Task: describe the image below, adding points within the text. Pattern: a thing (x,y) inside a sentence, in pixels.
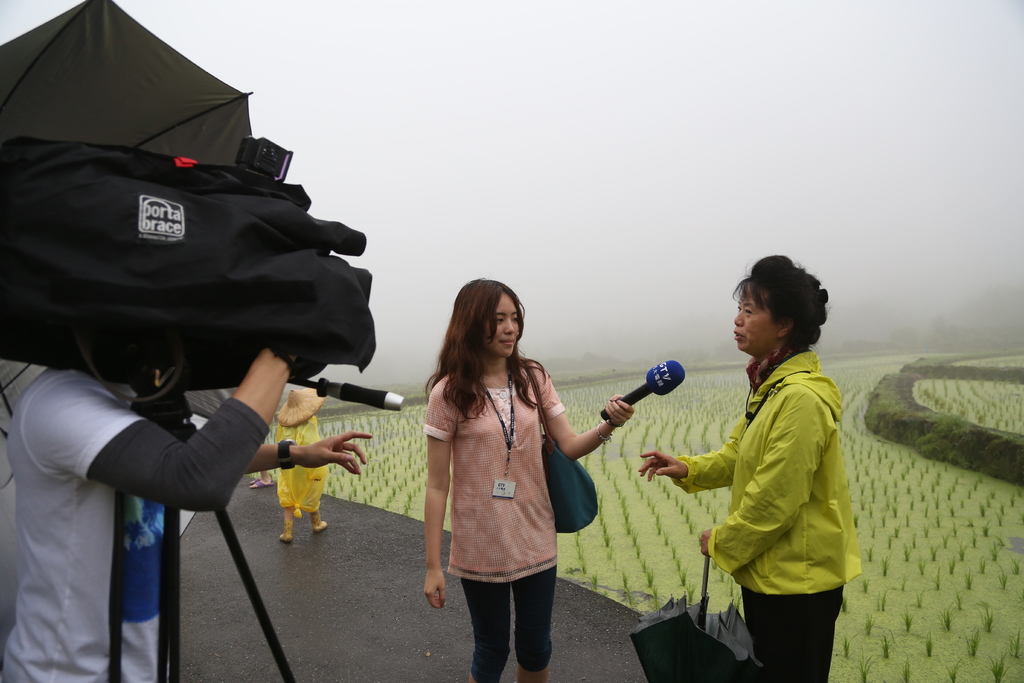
In the image the woman (505,496) is interviewing another woman (669,469) standing in front of her and on the left side (112,451) another person (74,443) is capturing the video of them, in the background (653,504) there are beautiful crops (824,356).
